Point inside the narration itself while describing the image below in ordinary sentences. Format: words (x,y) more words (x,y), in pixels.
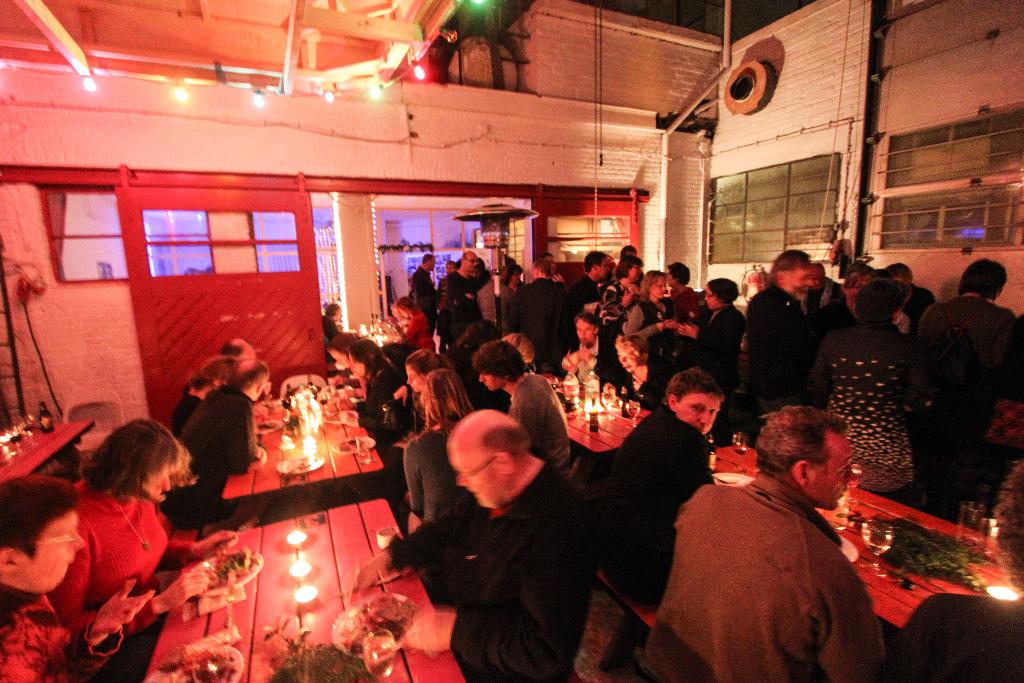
In this picture I can see some people (446,392) were eating the food (244,560) while sitting on the chair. On the right (1012,338) I can see another group of persons (678,292) were standing near the table (939,526) and door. On the table (320,441) I can see the lights (302,437), food (240,564), plate (231,560) and other objects (309,661). At the top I can see the lights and focus light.
